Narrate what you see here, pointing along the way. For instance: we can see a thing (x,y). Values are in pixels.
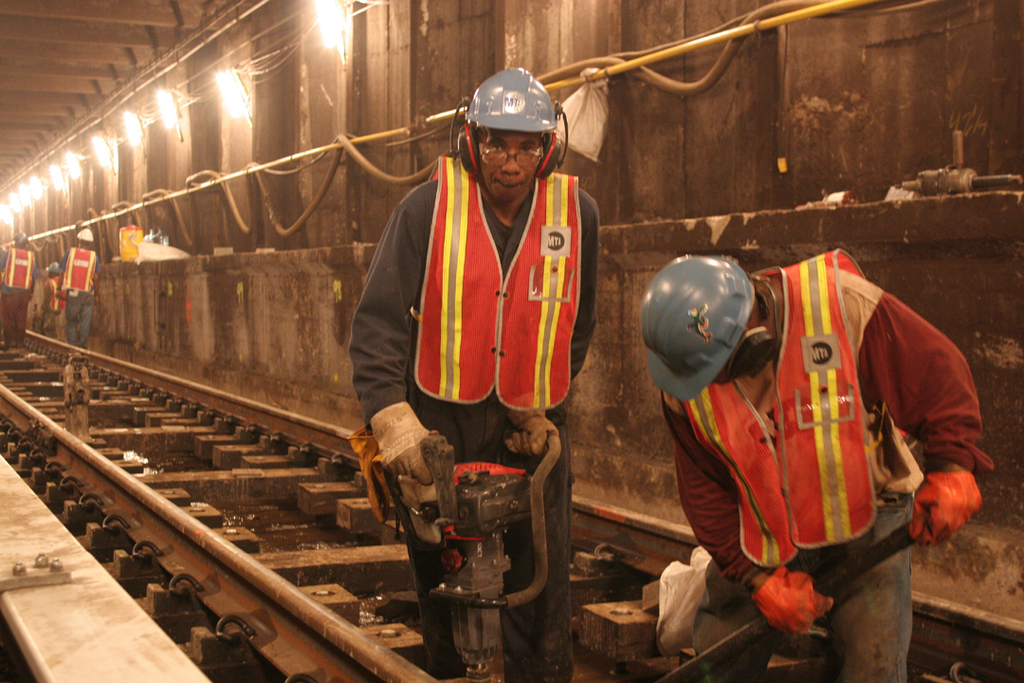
In the middle (565,432) a man (556,550) is drilling the railway track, he wore orange color jacket (520,289) and blue color helmet (552,125). On the left side (304,228) there are lights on this wall (449,121). This is the railway track (164,464).
